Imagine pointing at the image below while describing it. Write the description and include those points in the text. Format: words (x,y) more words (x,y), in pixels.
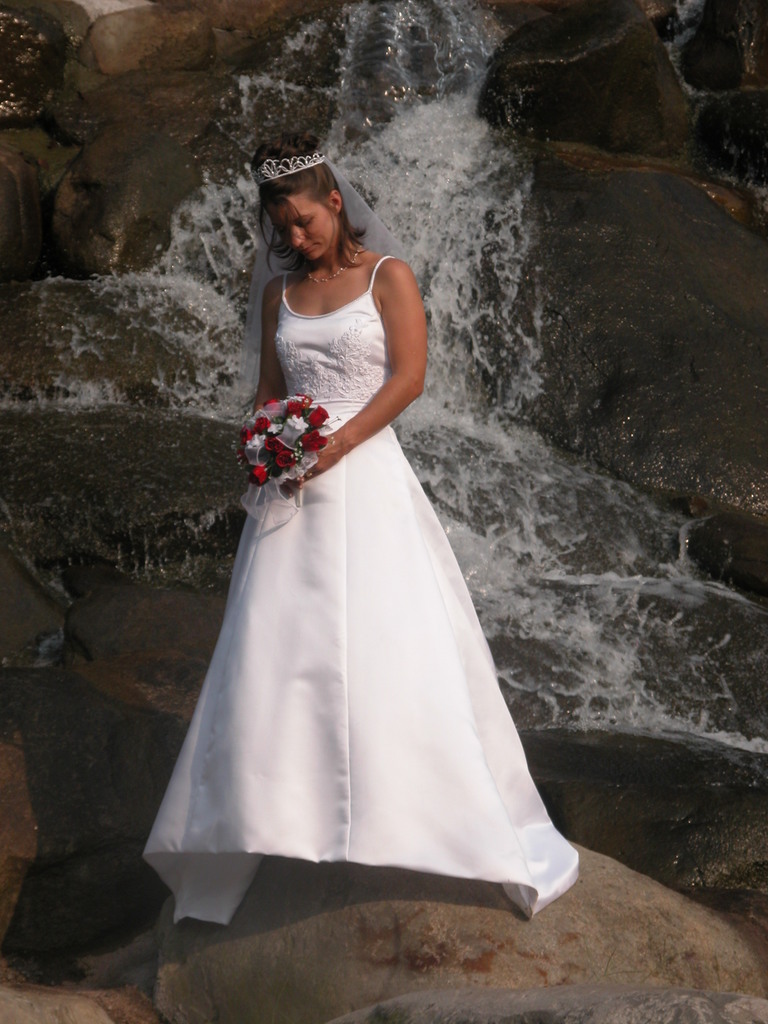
In this image we can see a person (414,314) holding an object (299,492). Behind the person (342,383) we can see water (277,85) and rocks (650,227).
